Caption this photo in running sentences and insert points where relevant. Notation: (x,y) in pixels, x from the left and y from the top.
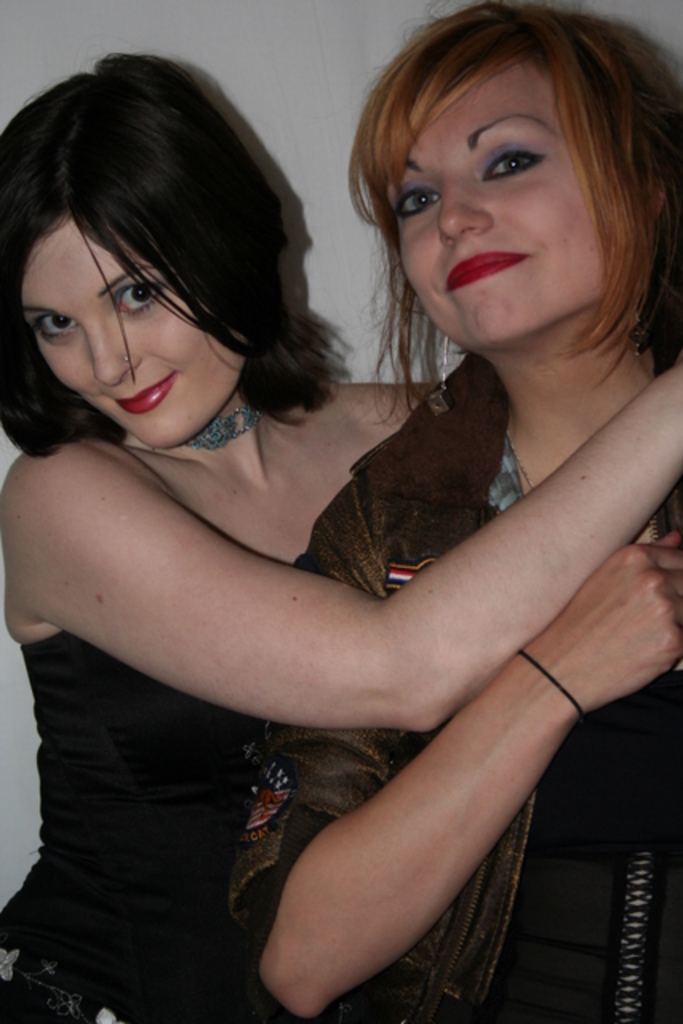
In this image there are two women (449,467) standing, in the background of the image (330,306) there is a wall (307,111).
